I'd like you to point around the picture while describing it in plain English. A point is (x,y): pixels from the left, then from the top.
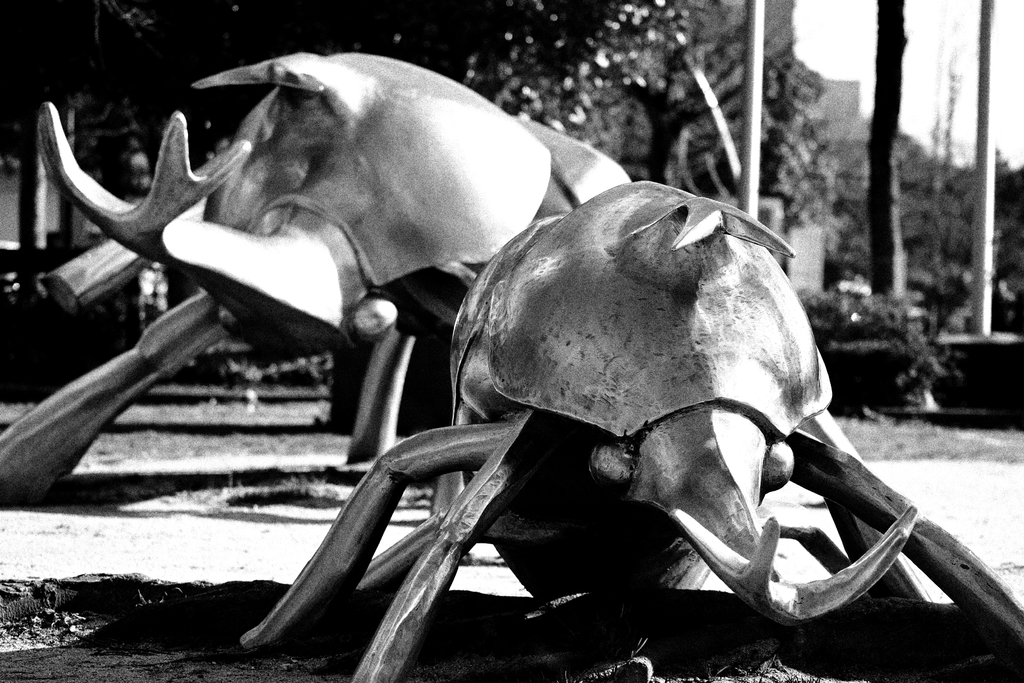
In this picture there are metal objects (476,228) in the foreground (447,429). At the back (758,176) there are trees (622,95) and poles (986,146) and there is a building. At the top (848,18) there is sky (843,21). At the bottom (958,501) there is ground (971,510) and grass (195,437).
